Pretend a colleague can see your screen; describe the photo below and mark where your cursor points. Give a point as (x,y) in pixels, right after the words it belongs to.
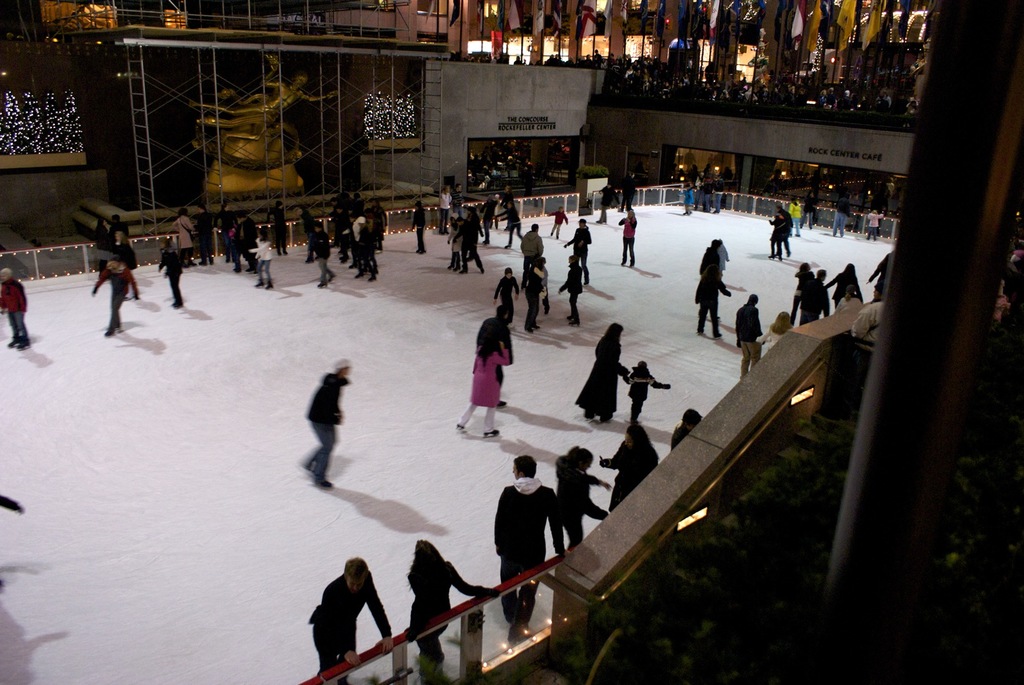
In this image there are so many people (533,473) doing ice skating on the ice (467,400), which is in the middle of building (4,189).
